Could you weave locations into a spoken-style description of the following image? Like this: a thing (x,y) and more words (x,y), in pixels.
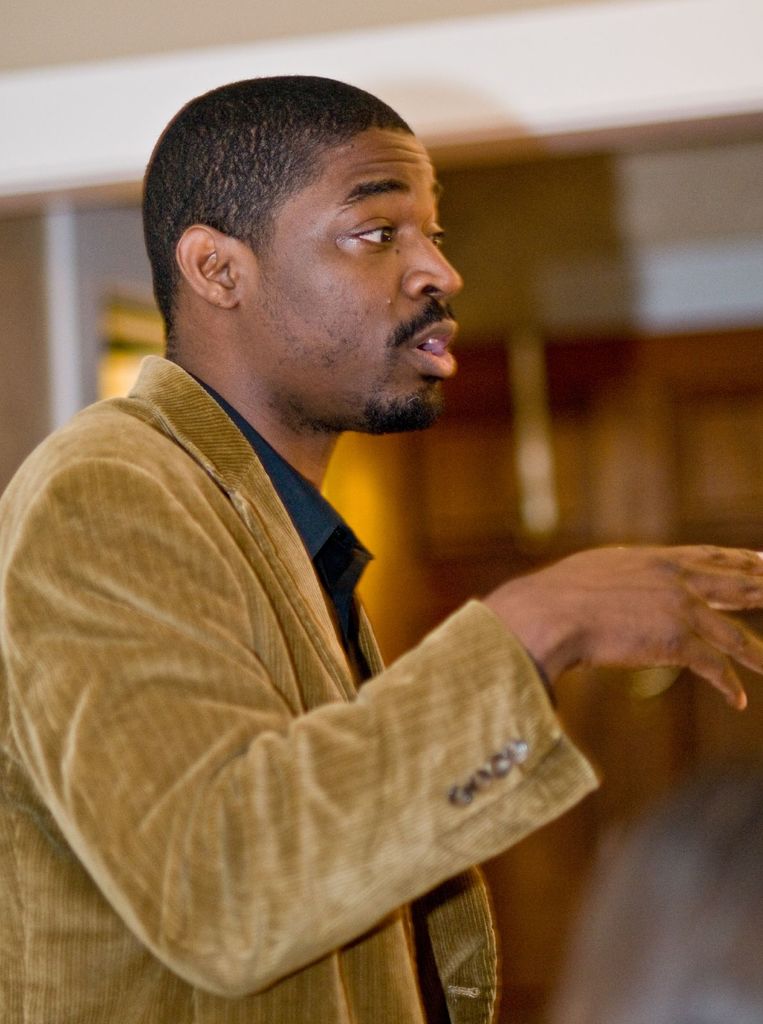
In the image I can see a person (306,459) who is wearing the jacket (213,924).
